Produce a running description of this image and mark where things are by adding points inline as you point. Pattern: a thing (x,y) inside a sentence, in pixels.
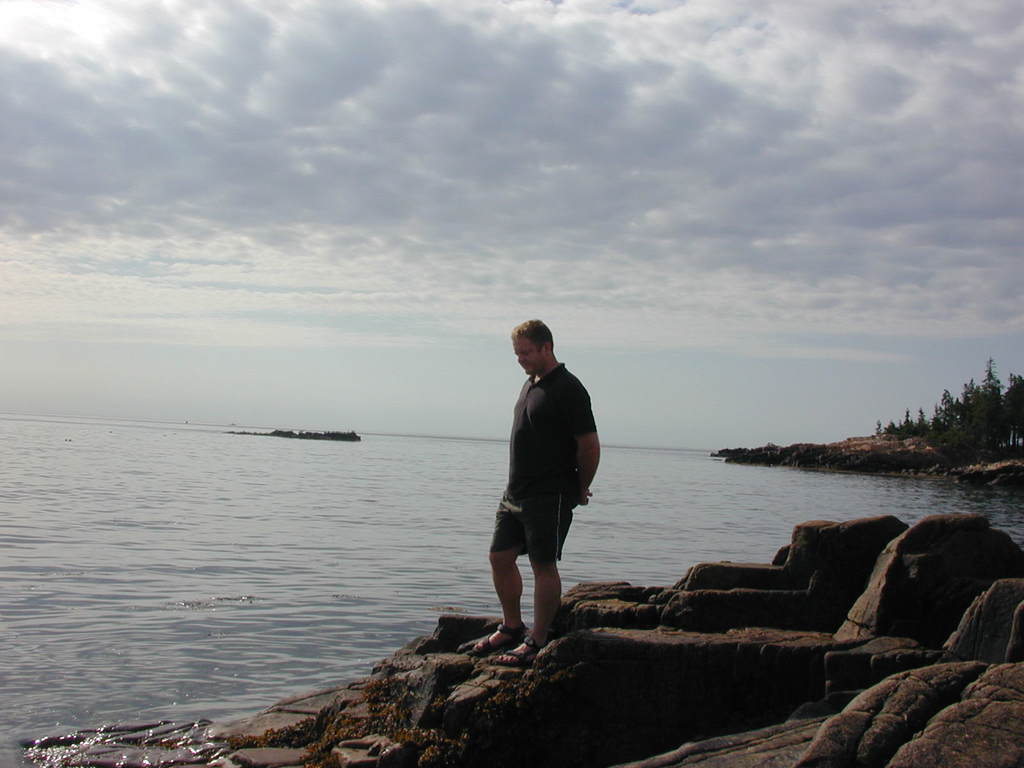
In this image I can see the person (499,645) standing on the rock (594,660). The person (504,556) is wearing the black color dress (568,525). He is standing to the side of the water (294,496). In the back (678,406) I can see many trees (967,425), clouds (656,127) and the sky (486,382).
